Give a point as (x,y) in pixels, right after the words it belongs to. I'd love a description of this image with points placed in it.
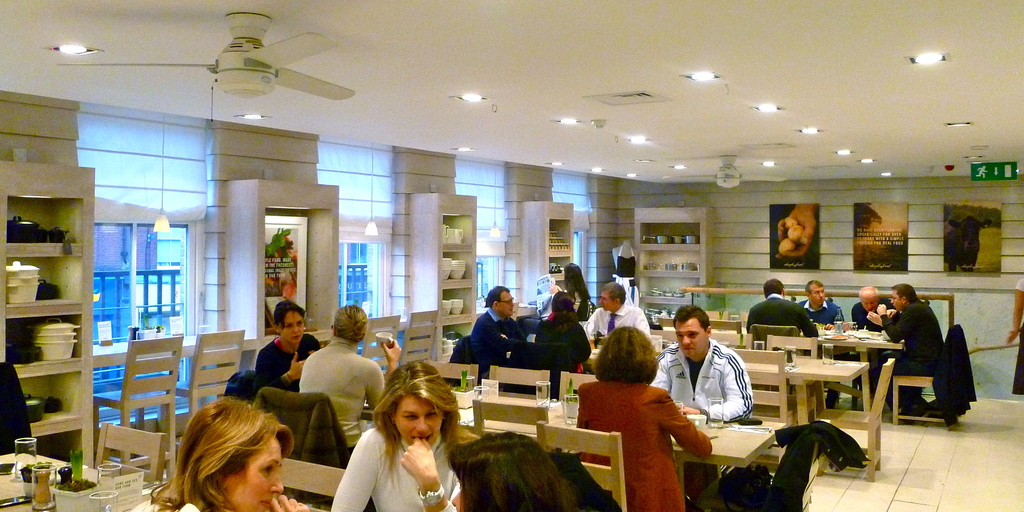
In this picture we can see some people (642,336) where they are sitting on chair (780,403) and in front of them there are table (487,391) and on table (535,399) we can see glasses (27,464), jars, flower pots (71,502) with plants (90,481) in it and on some chairs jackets (832,430) are kept and in the background (44,313) we can see dishes (58,338) in rack (38,200), windows (122,242), frames (290,229), wall (618,203), sign board (1005,169), light (820,130), fan (258,75).
